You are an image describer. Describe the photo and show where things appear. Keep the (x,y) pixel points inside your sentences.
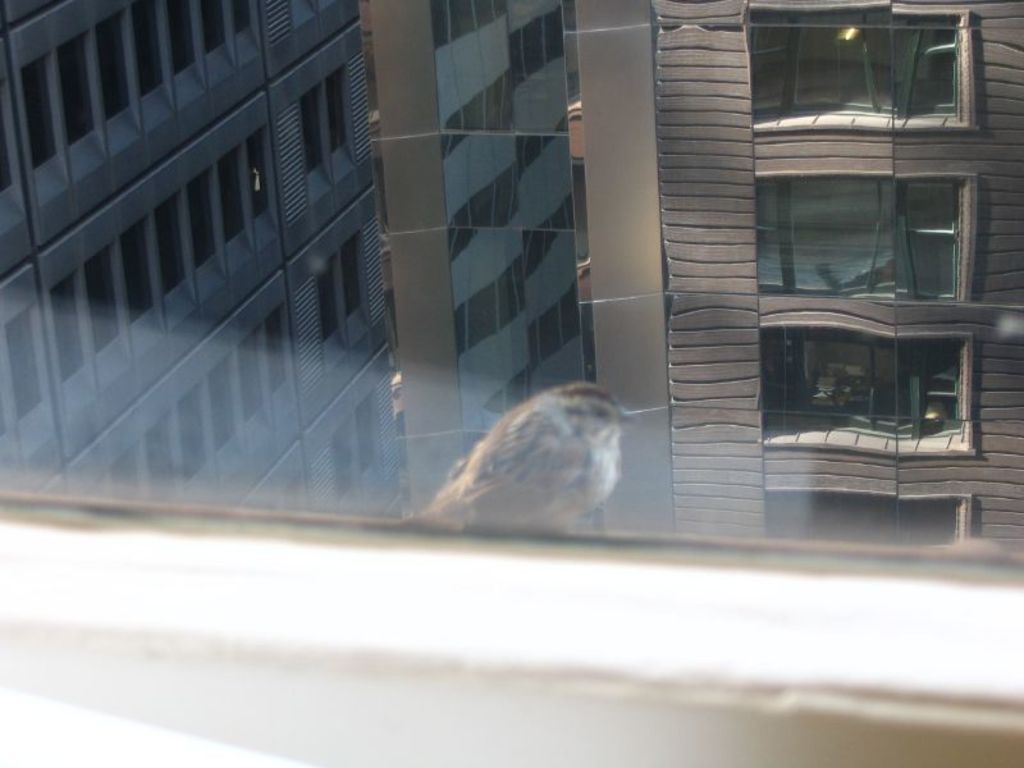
In this image, I can see a bird (603,478) and the buildings (463,216) through a glass window (506,312).
